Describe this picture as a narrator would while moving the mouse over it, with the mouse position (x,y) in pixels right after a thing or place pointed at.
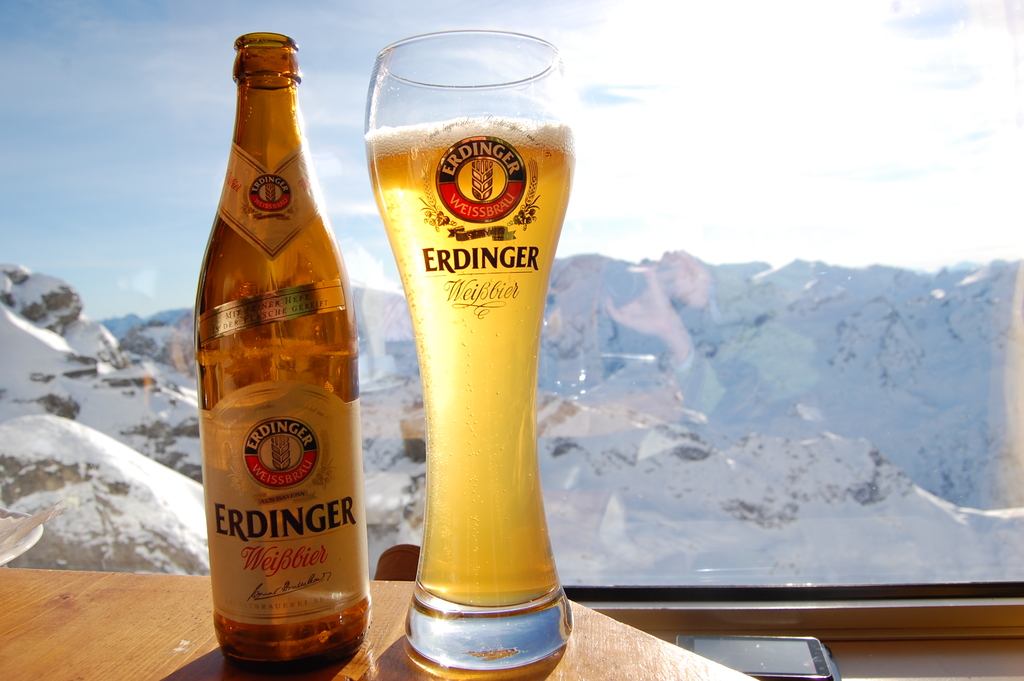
On the table (103,626) we have bottle (297,404) and glass (463,402), here there is snow (813,391) and mobile (773,656).
